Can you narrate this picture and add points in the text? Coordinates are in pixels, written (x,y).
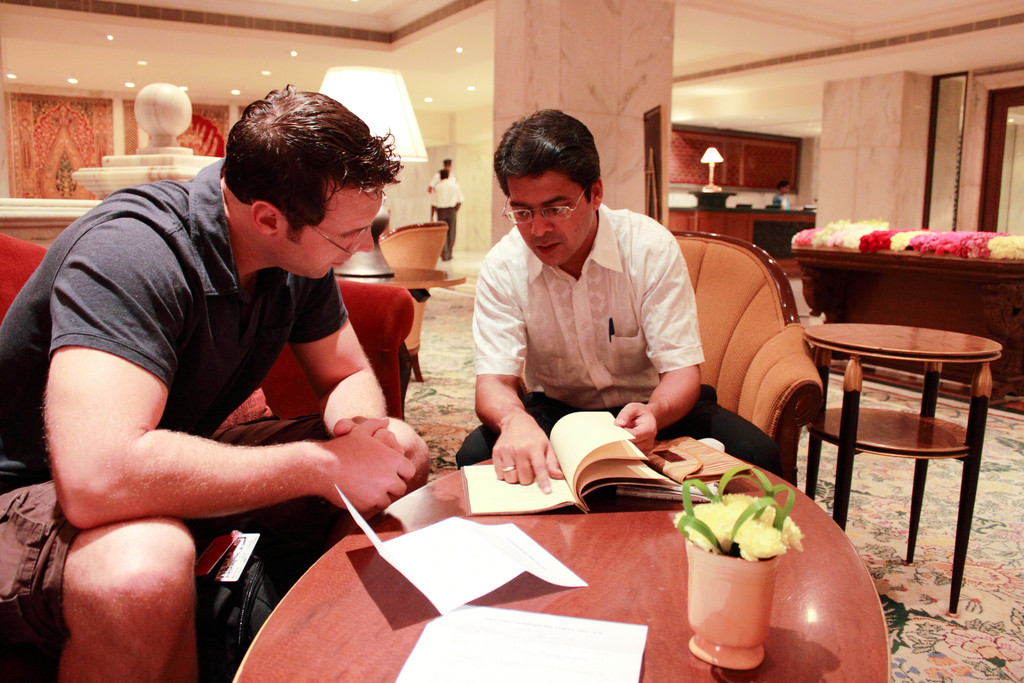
Here we can see two persons (538,404) are sitting on the chair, and holding a book (477,481) in his hands (527,456), and in front (605,595) here is the table (618,565) and papers (489,587) and flower pot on it. and here is the lamp (399,120).
